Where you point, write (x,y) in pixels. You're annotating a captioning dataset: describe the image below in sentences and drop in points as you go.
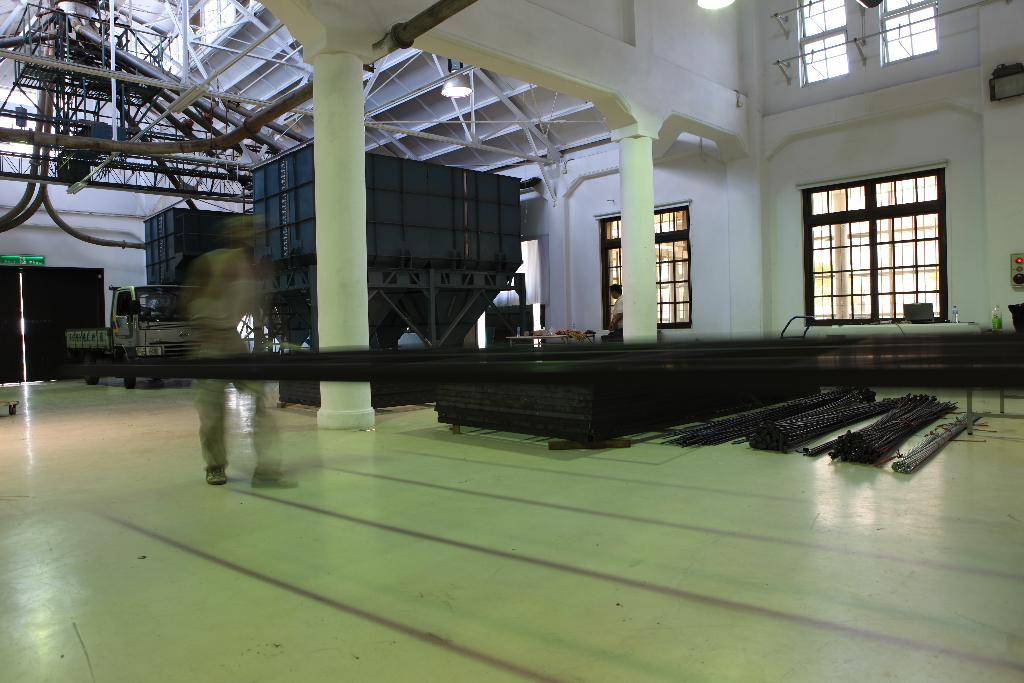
This picture is taken inside the room (535,589). In this image, on the left side (213,285), we can see a person (213,270). On the left side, we can also see a vehicle (80,357) which is placed on the floor (110,383). On the left side (84,304), we can see a door (84,304) which is closed. In the middle of the image (375,370), we can see a metal rod (788,361). On the right side (959,322), we can see a table (934,324), on the table (934,324), we can see a bottle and a laptop (922,307). In the background (353,339), we can see some pillars (356,258), electrical equipment (451,265), window (678,270). at the top (448,64), we can see some metal instrument (462,71), lights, window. At the bottom (962,480), we can also see some metal instrument (939,440) and a floor (297,544).
